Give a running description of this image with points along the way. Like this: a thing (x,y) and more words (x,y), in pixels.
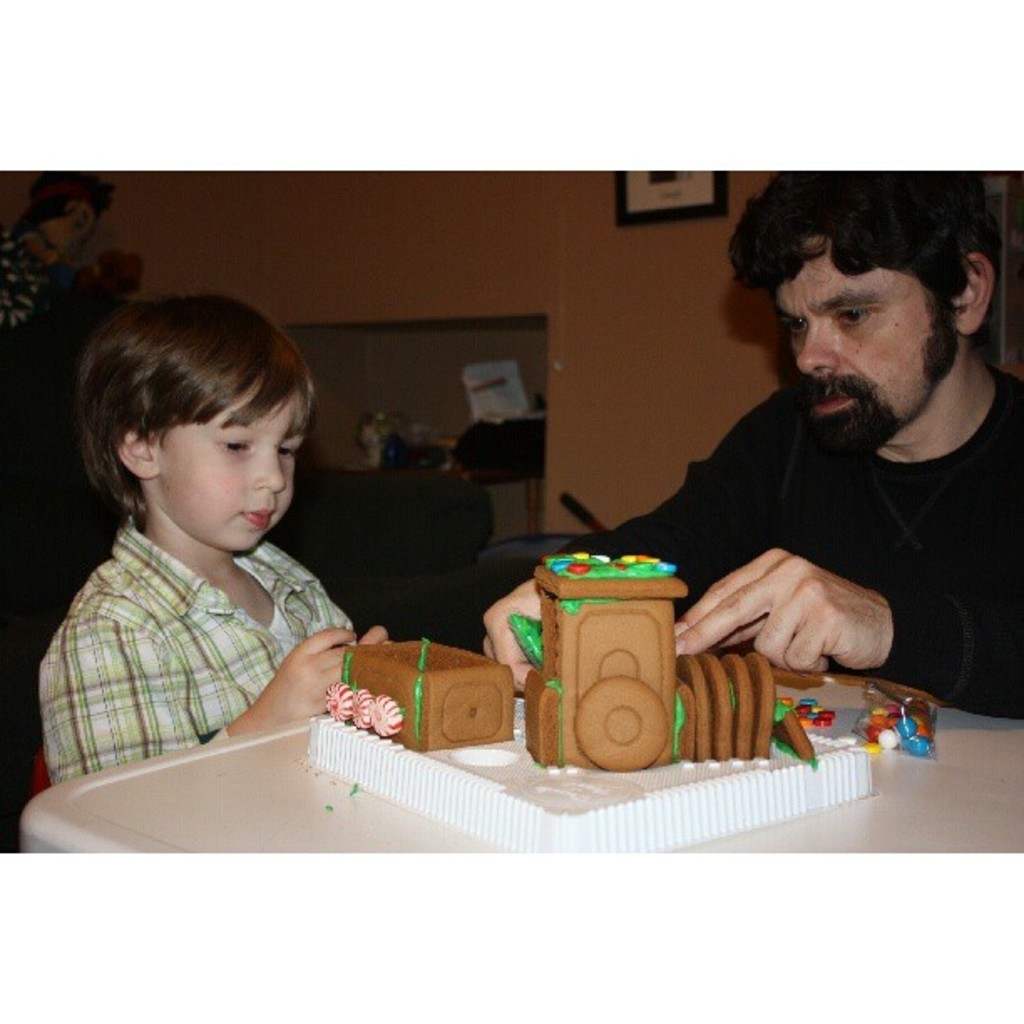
In the foreground of this image (837,432), there is a man (654,530) and a boy (183,591) sitting in front of a table (419,830) on which there is a cake (662,762) and gems (919,724). In the background (530,250), there is a frame (704,181), wall (465,386) and few objects (130,285).
